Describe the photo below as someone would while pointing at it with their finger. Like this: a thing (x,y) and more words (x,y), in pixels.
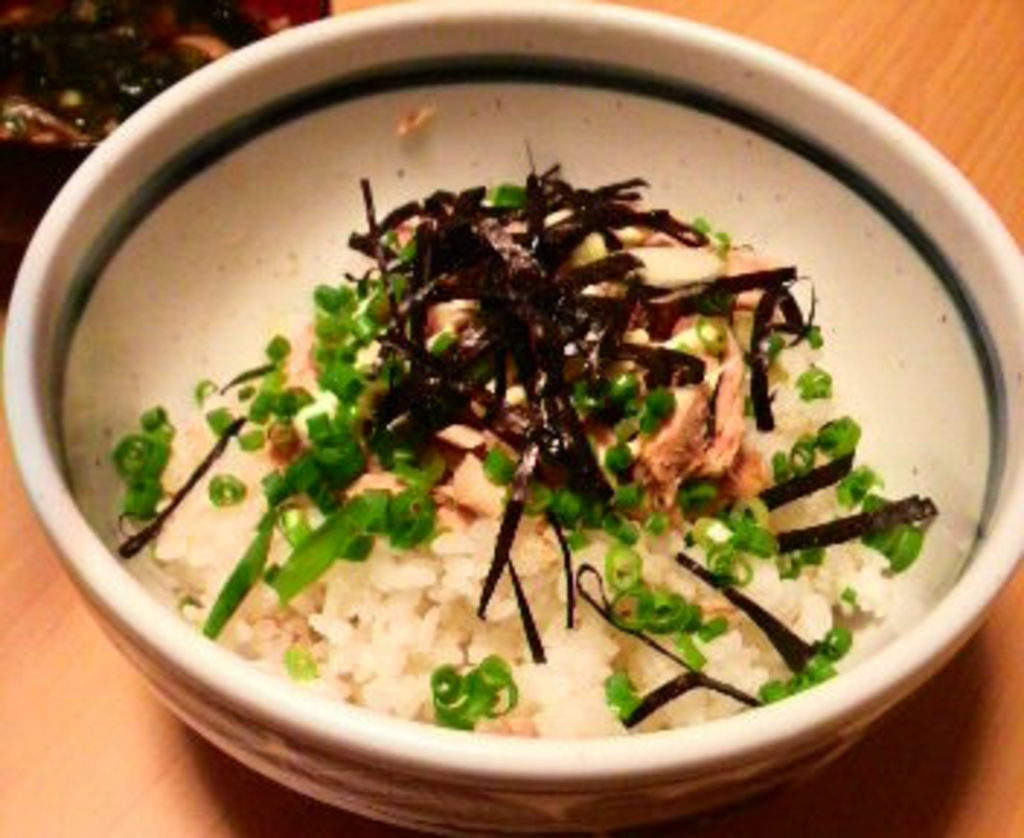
In this image there is a bowl (286,741) on the table (59,676). In the bowl (511,540) there is rice (435,588) on which there is some garnish (422,345).
